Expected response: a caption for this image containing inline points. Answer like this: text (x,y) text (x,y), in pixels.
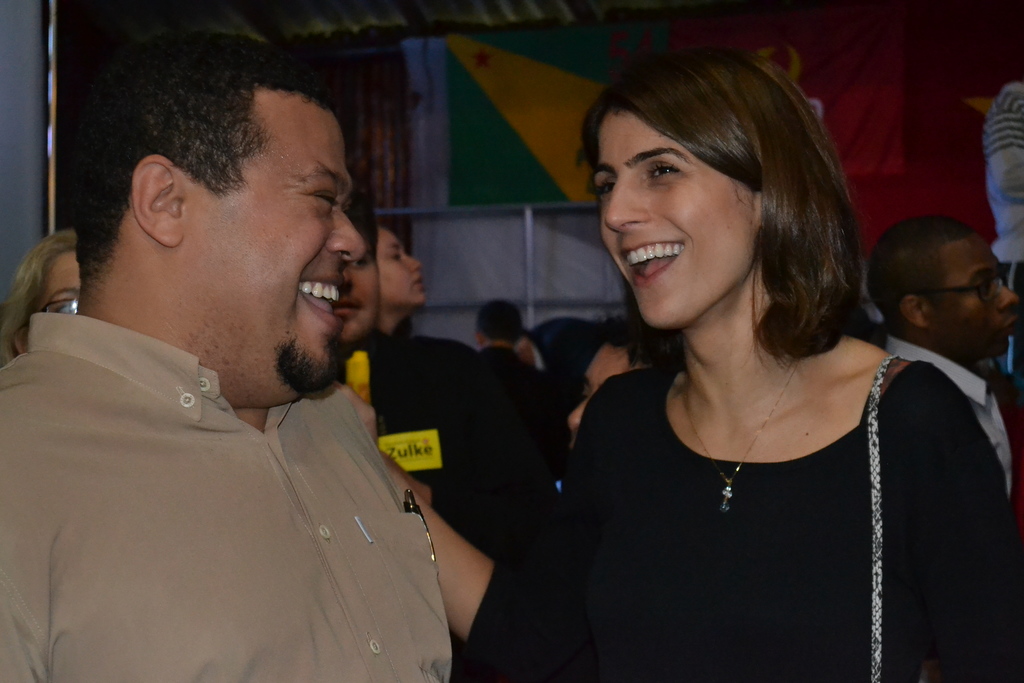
In this picture I can see two persons (637,458) smiling, there are group of people (995,320) standing, and in the background (776,15) there are flags (538,96).
